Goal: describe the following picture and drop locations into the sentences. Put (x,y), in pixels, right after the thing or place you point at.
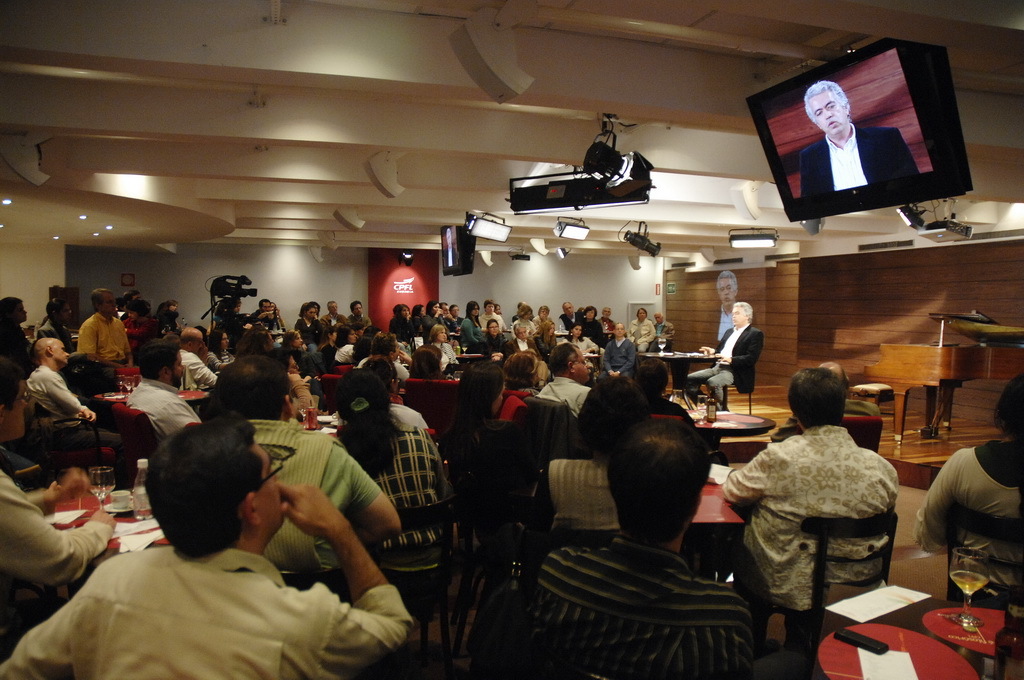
In this image i can see a group of people (411,477) who are sitting on a chair (502,476) in front of the table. On the right side of the image (851,138) we have a monitor TV (850,115) and a couple of lights (646,223) on ceiling (274,162).
